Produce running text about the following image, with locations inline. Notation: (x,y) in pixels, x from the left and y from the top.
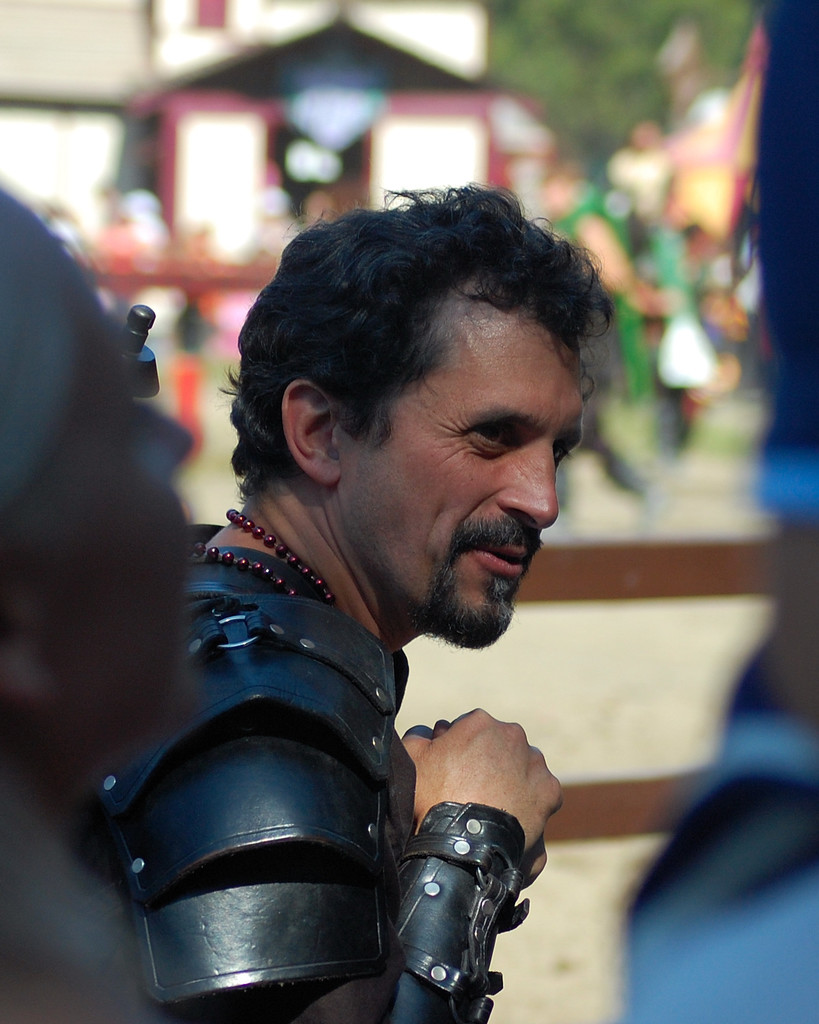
In the center of the picture (333,511) there is a man (270,825). In the foreground (58,532) it is blurred. The background (52,189) is blurred, in the background (312,162) there are people (647,225), buildings (445,66) and trees (616,53).
